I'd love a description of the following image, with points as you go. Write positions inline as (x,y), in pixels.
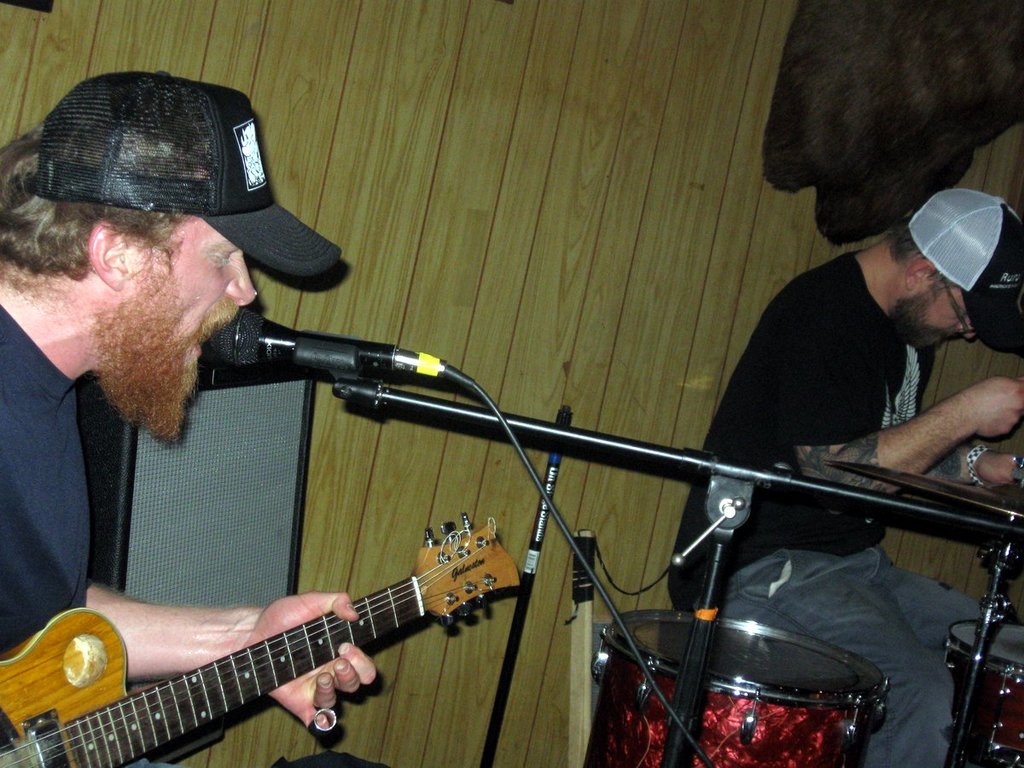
In this picture there are two people (954,214) they are playing the music, the person (15,307) who is sitting at the left side of the image (20,703), by holding a guitar (363,617) in his hand (279,612) and there is a mic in front of them and there is a speaker (278,399) at the left side of the image (204,387).
